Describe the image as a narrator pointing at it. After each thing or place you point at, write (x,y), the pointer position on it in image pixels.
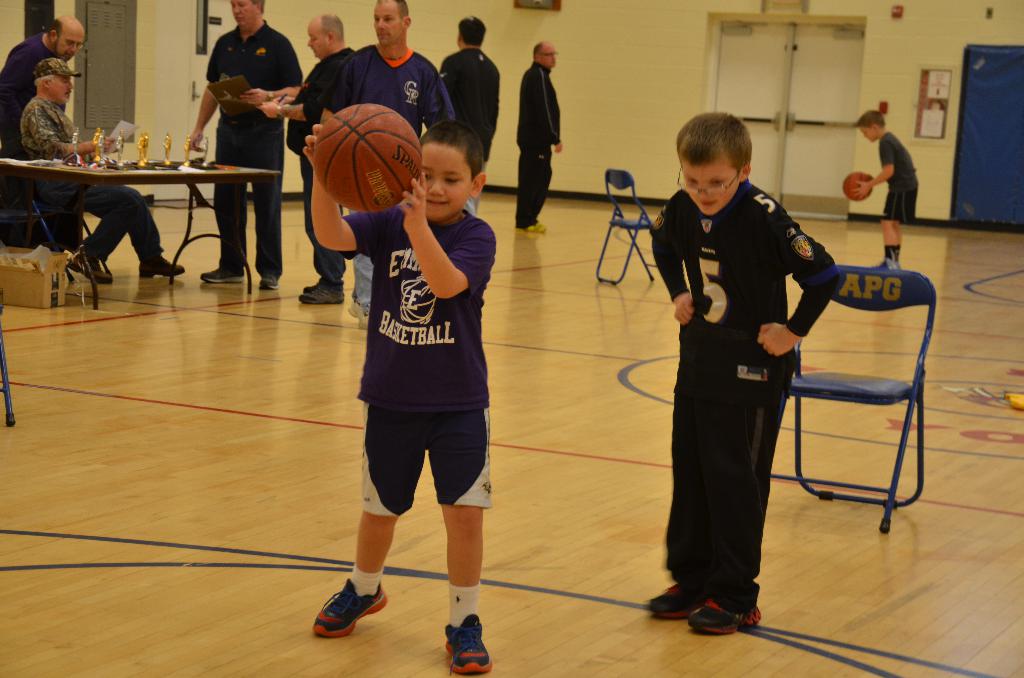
In this picture, we can see a boy (451,393) in the purple t shirt (411,328) is playing with the ball (362,153) and behind the people (413,286) there are groups of people (531,223) standing and a man (68,139) is sitting on a chair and in front of the man (49,106) there is a table (194,185) and on the table (143,178) there are trophies (143,163) and at the background (638,27) there is a wall (695,67) and a door (771,74).
